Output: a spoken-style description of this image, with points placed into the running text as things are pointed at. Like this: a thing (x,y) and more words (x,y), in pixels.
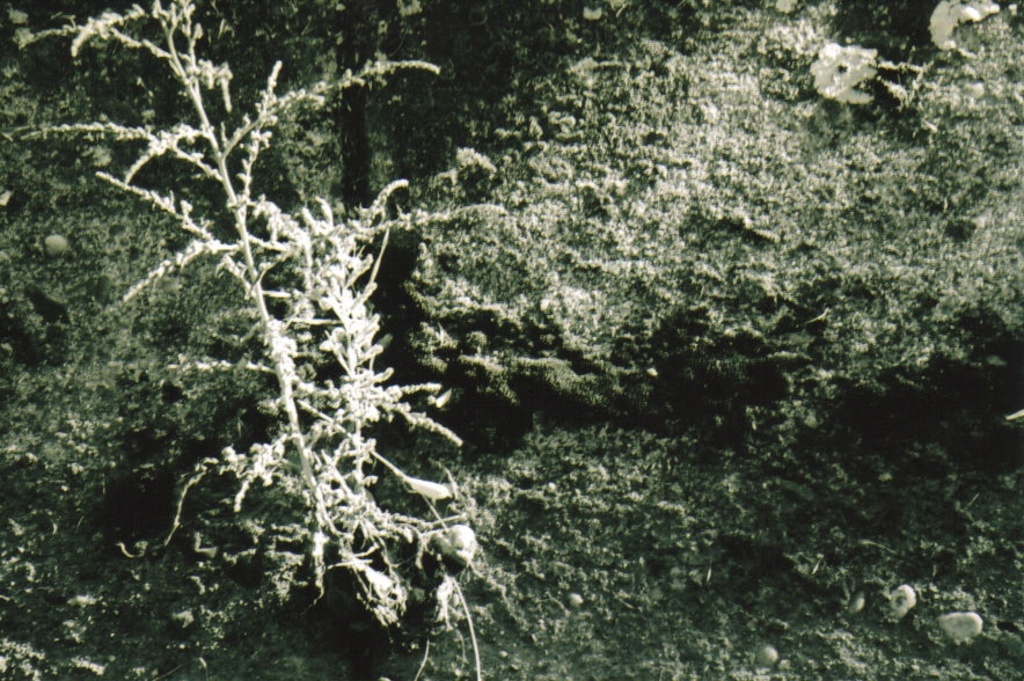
In this picture there is algae (332,133) around the area of the image and there is a plant (235,140) on the left side of the image (172,260).
